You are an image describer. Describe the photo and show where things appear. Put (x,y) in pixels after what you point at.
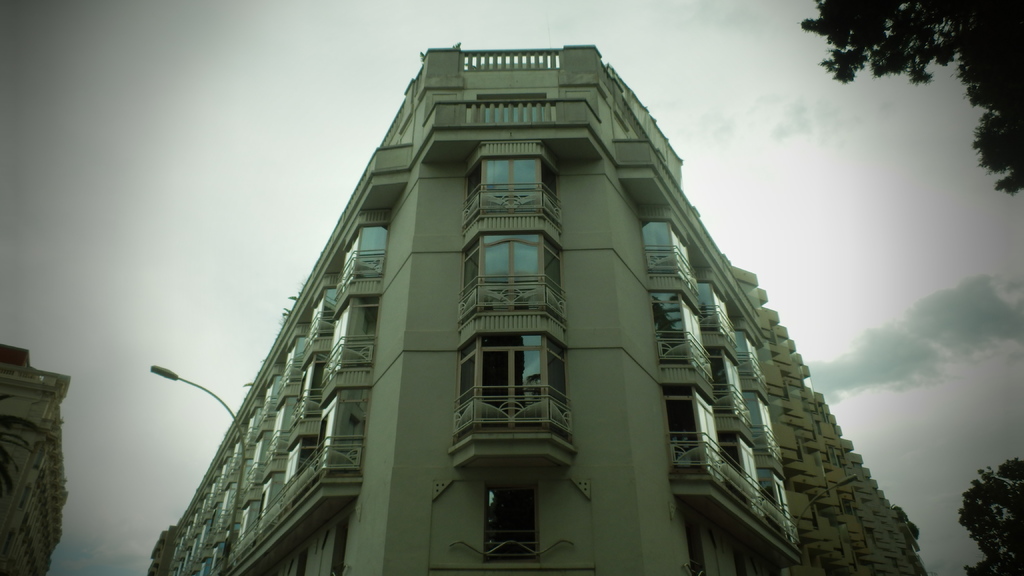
In this image we can see few buildings (531,441) and they are having many windows (737,367). There are few trees (12,479) in the image. We can see the sky (293,130) in the image. We can see the clouds (946,326) at the right side of the image (973,333). We can see a street light (239,484) in the image.
